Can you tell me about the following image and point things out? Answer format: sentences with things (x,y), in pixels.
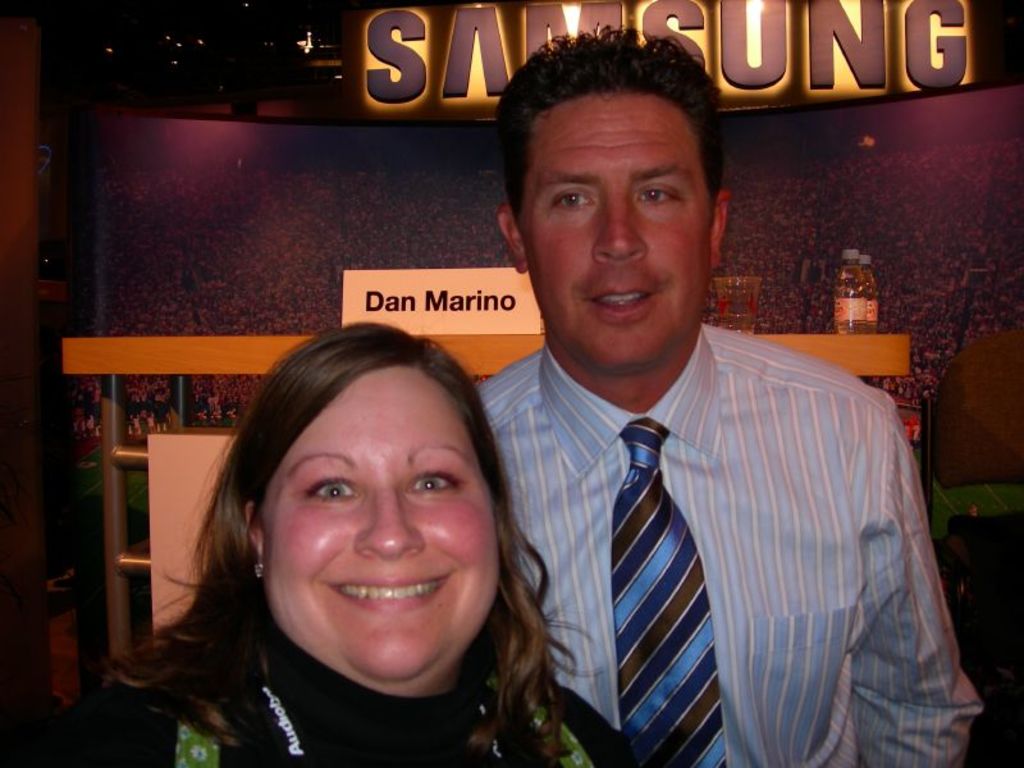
In this image we can see a man (538,249) and a woman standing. On the backside (141,346) we can see some bottles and a glass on a table (188,338).
